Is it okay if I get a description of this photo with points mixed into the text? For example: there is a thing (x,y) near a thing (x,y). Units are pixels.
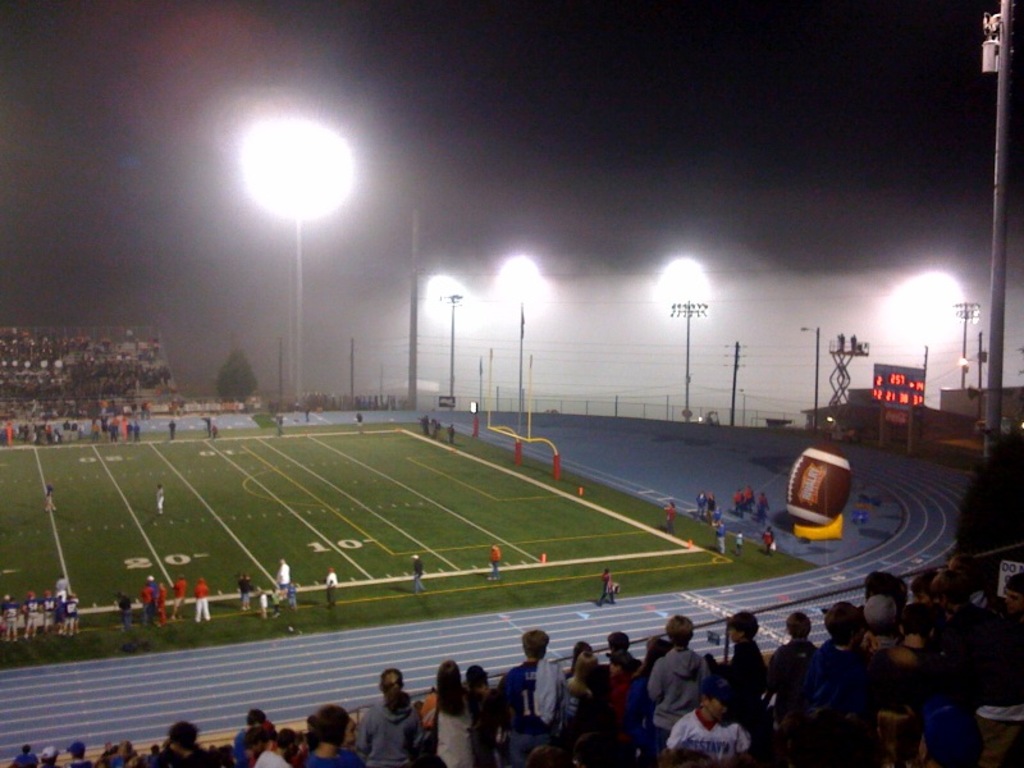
This picture is clicked in the stadium (540,515). In this picture, we see people (570,699) are standing. In the middle of the picture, we see many people (604,589) are standing. They might be playing the game. On the left side (13,376), we see people (51,424) are standing. Beside them, we see a tree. On the right side (958,395), we see a building (963,409) and an electric pole (998,270). There are electric poles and light poles (685,380) in the background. At the top (319,180), we see the sky (396,174) and the lights (532,284).
